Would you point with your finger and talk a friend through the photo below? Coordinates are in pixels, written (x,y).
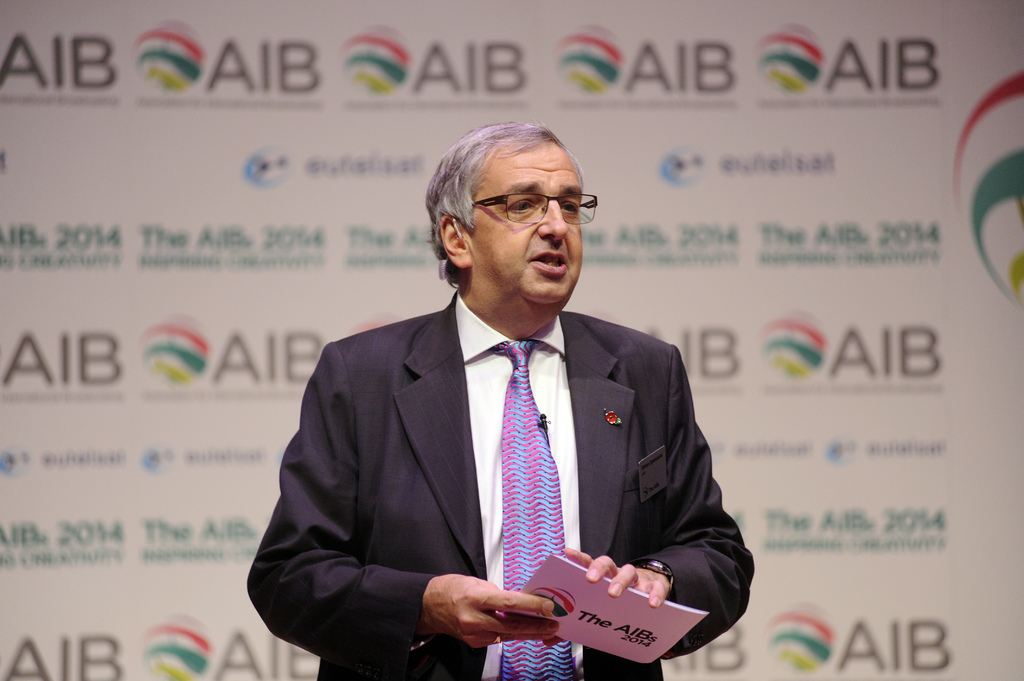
In this image in front (390,655) there is a person (545,556) holding the book (596,597). Behind him there is a banner (116,303).
